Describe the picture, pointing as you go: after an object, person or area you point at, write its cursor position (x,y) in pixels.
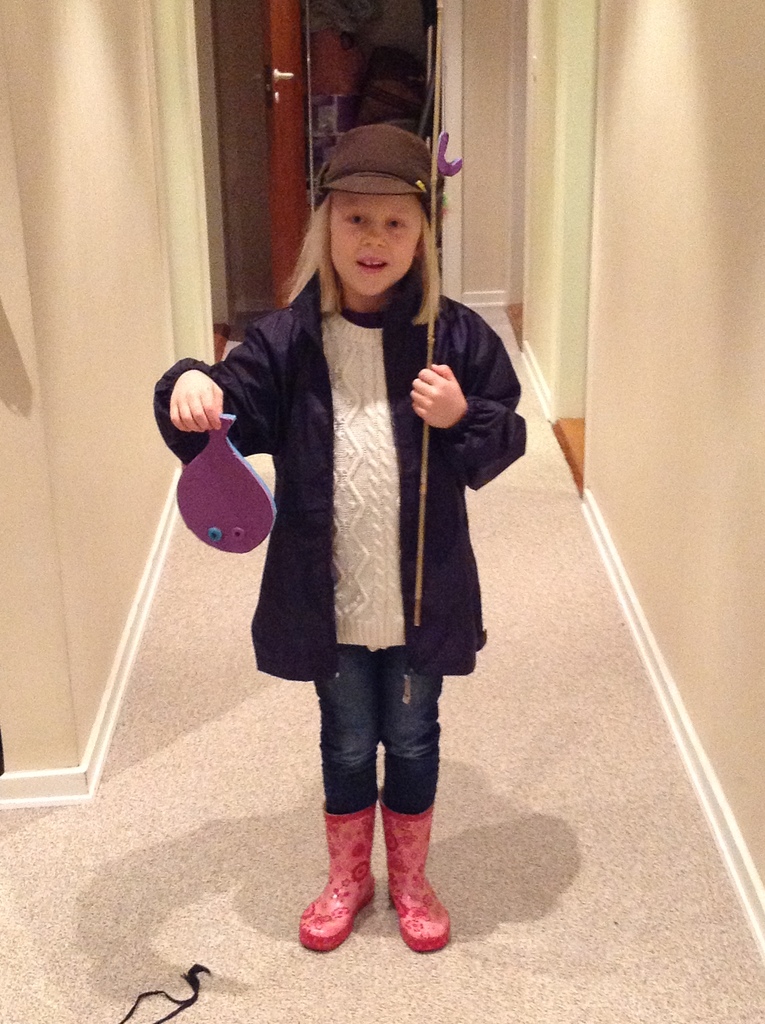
In this image, we can see a person (397,666) holding some objects (419,531) is standing. We can see the ground (450,868) and the wall (687,601). We can also see some objects (359,118) in the background (395,101). We can see an object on the ground (149,923).
